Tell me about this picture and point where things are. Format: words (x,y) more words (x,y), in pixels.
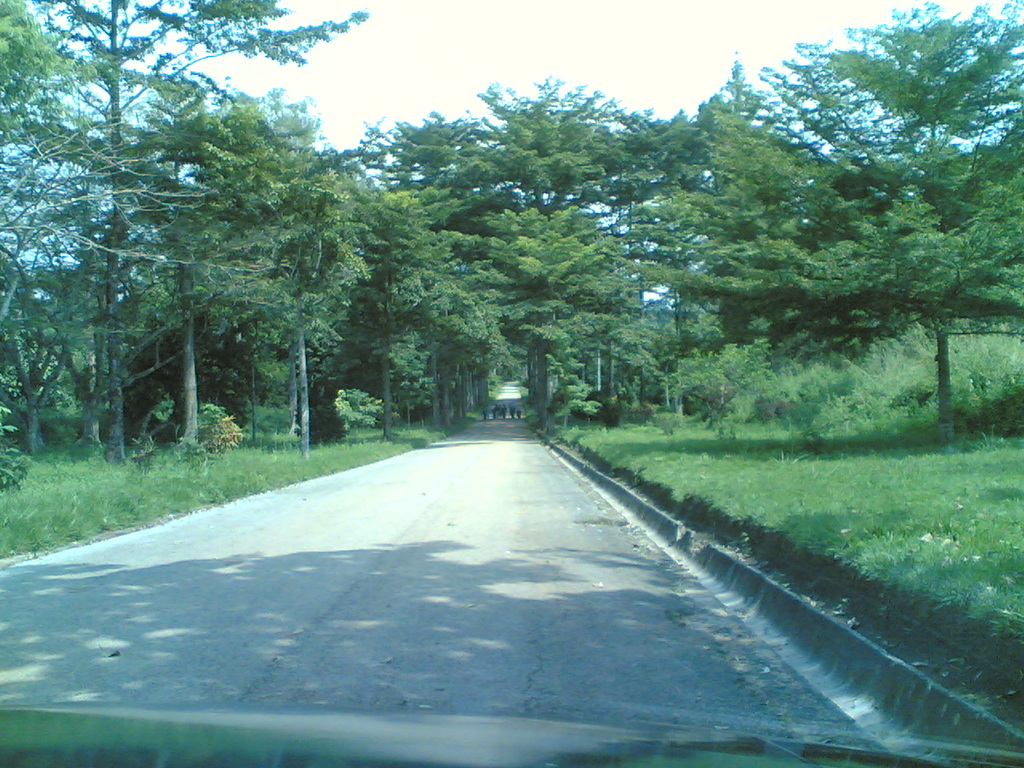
In this image on the right side (697,373) and left side (285,423) there are some trees (43,432) and plants (885,414) and grass (885,549), at the bottom (482,556) there is road (547,659) and in the background (516,411) there are some persons (516,409). At the top of the image (462,43) there is sky (505,39).
